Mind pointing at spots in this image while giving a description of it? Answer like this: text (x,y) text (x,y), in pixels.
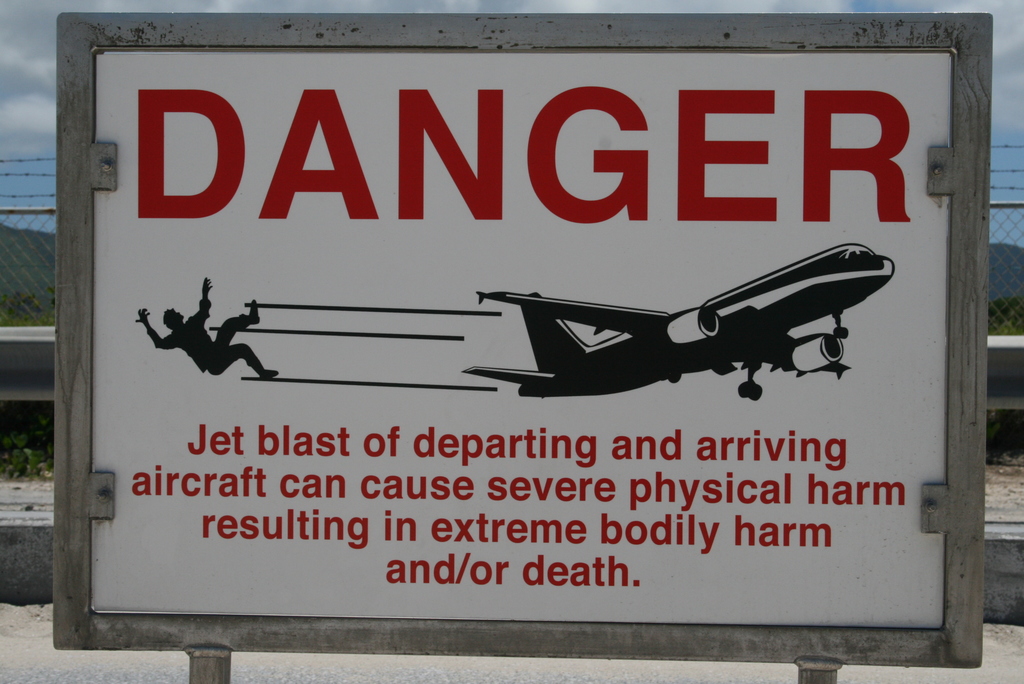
In this image I can see white color danger board (654,303). Background (19,109) I can see railing (37,274), sky (22,146) in white and blue color.
